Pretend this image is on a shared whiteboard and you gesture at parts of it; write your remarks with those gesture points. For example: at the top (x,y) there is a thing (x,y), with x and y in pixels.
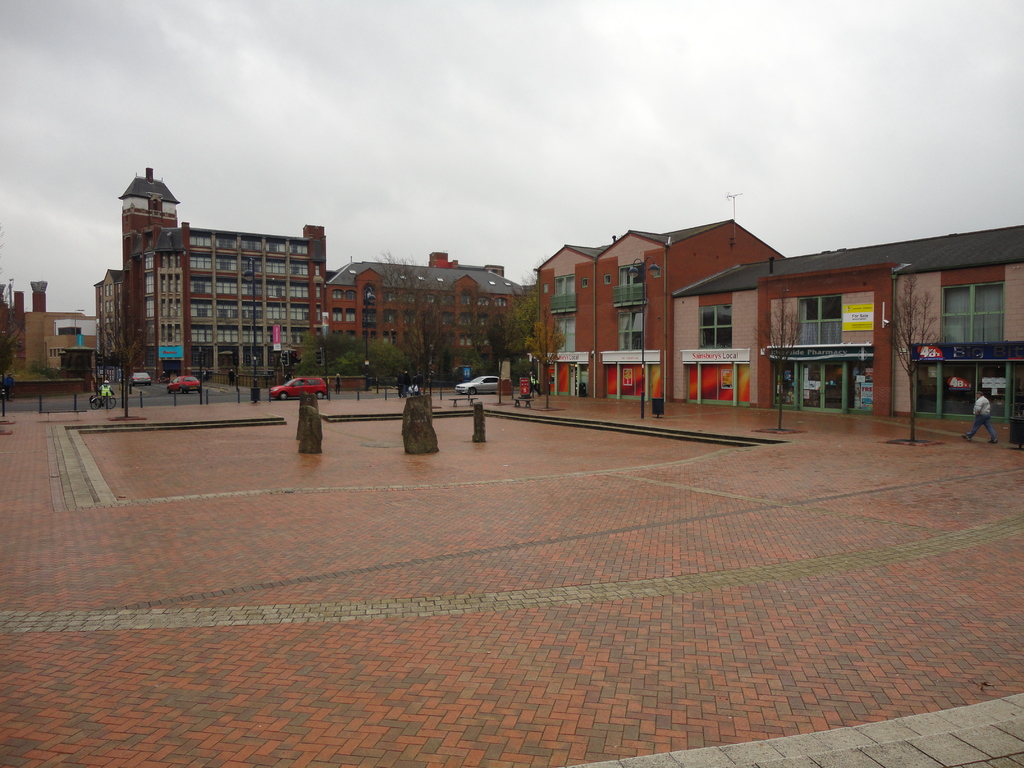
At the bottom of the image (473,543) there is a floor (421,486). In the middle of the floor (283,424) there are statues (423,438). And also there are poles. Behind the poles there is a road (77,400) with vehicles (97,396). And also there are trees (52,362). And in the image there are buildings (648,270) with walls (650,292), windows (288,305), roofs (457,281) and chimneys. And also there are stores (808,362) with glass doors (816,374) and name boards (708,359). At the top of the image (410,50) there is sky (517,84) with clouds (441,66).
